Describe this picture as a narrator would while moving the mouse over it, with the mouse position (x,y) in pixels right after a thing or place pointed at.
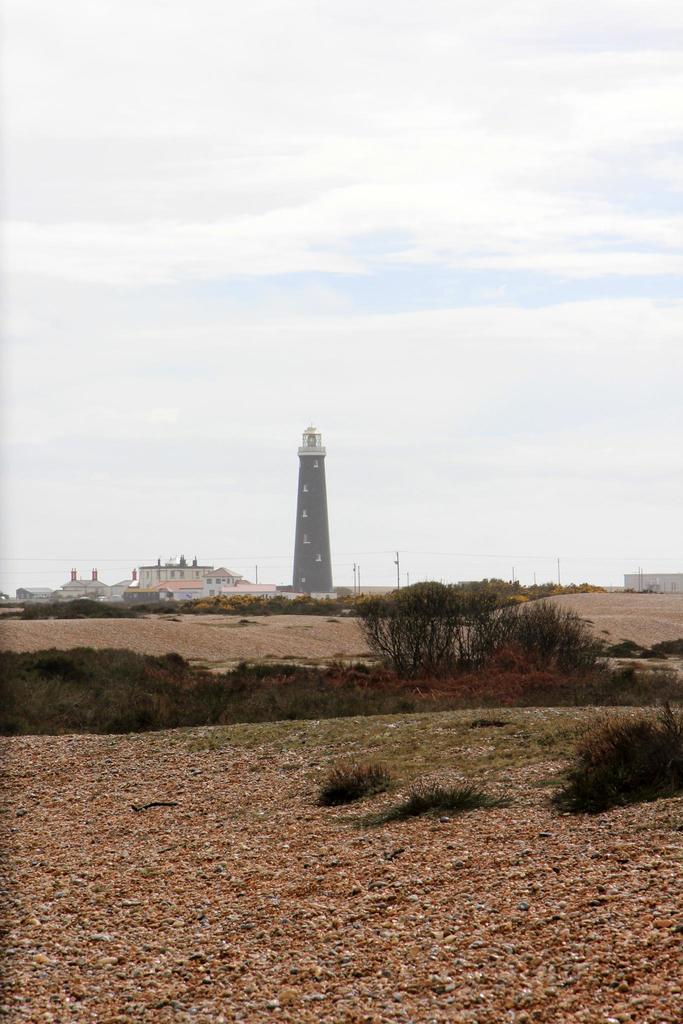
This picture might be taken from outside of the city. In this image, in the middle (422,663), we can see some trees (415,618) and plants (304,598) and a tower (325,534). On the right side (669,576), we can also see a house (682,576), electrical pole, electrical wires (122,559). On the left side (184,575), we can also see some buildings (150,591), windows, trees (70,611). On the top (492,232), we can see a sky (426,388), at the bottom (521,898) there is a land (481,740).
